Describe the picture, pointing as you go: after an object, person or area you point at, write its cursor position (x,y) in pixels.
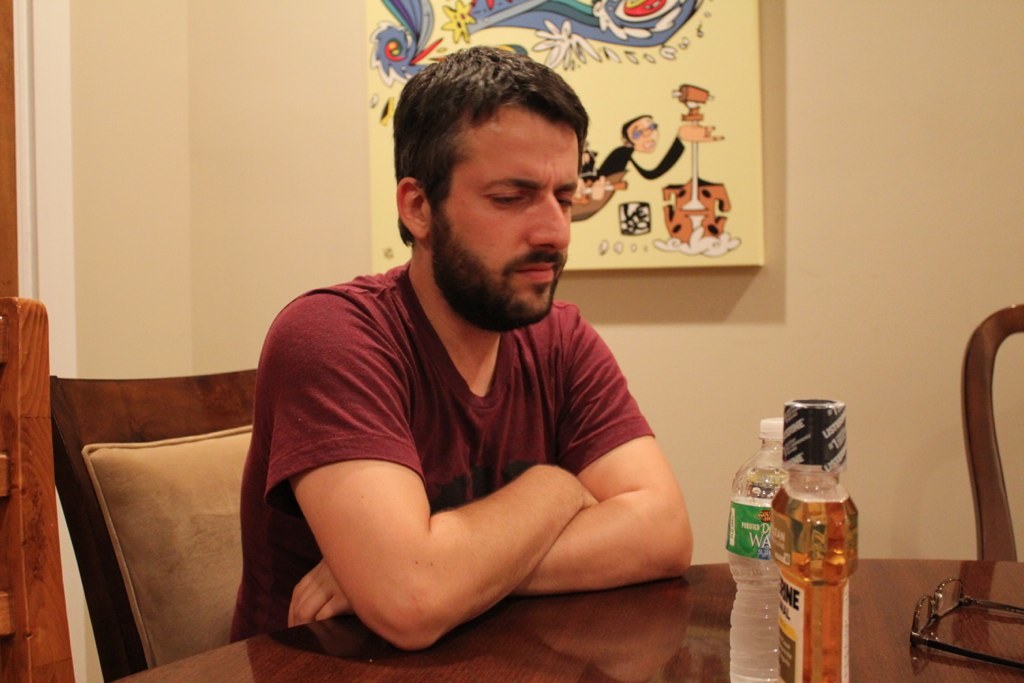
In this picture, there is a person (559,383) who is wearing a maroon shirt (381,423) sitting on a chair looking at the bottles (745,506) which are in front of him, there is a table (587,605) on which the bottles (840,666) were placed and there is also a spectacles (930,647) on the table (889,600), in the background (680,261) there is a frame (653,268) there are some arts (393,48) on the frame (669,59) and a cream color wall (358,72).
